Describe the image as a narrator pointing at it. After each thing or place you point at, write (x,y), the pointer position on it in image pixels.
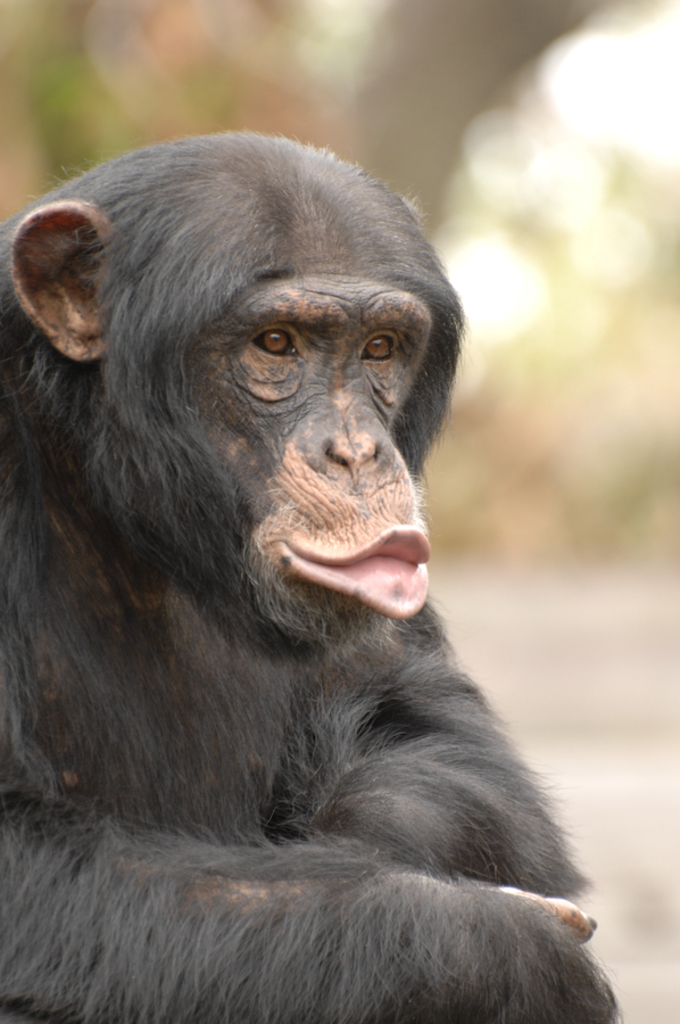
This image consists of a monkey (205,579). It is in black color.
